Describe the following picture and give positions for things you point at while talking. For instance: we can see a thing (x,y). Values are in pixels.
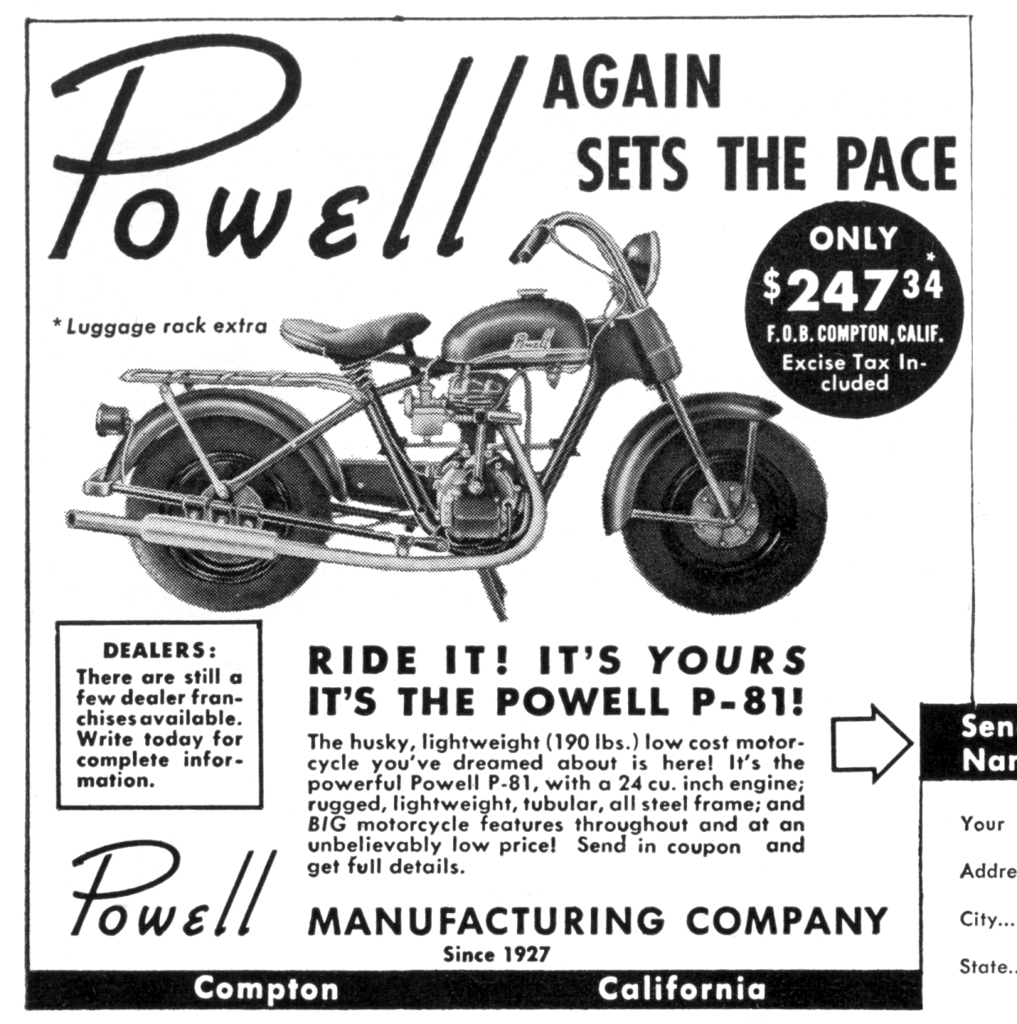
In this image, It looks like a poster (933,347). I can see a picture (235,605) of a motorbike (483,322) and the letters (476,667) on the poster (319,834).
